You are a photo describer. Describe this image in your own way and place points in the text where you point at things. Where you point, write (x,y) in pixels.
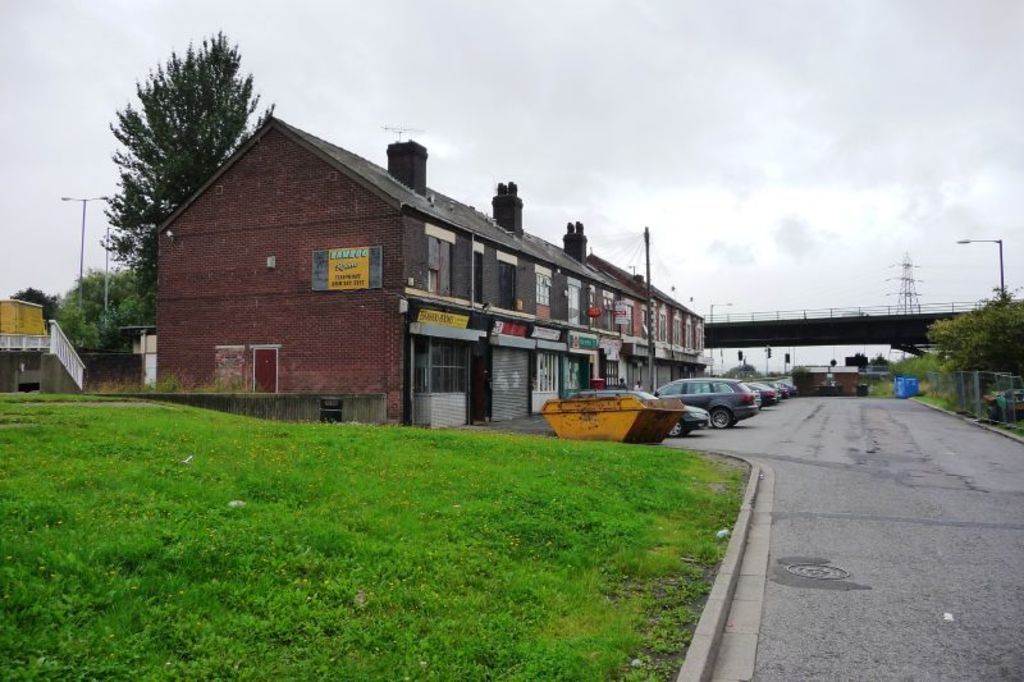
In this image in the middle (401,371), there are houses (411,408), cars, chimneys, trees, street lights (83,247), bridge (797,320), tower (907,267), fence (939,388) and road (804,435). At the bottom (637,551) there is grass (580,541) and road (858,651). At the top (674,134) there is sky (691,136) and clouds (691,136).
